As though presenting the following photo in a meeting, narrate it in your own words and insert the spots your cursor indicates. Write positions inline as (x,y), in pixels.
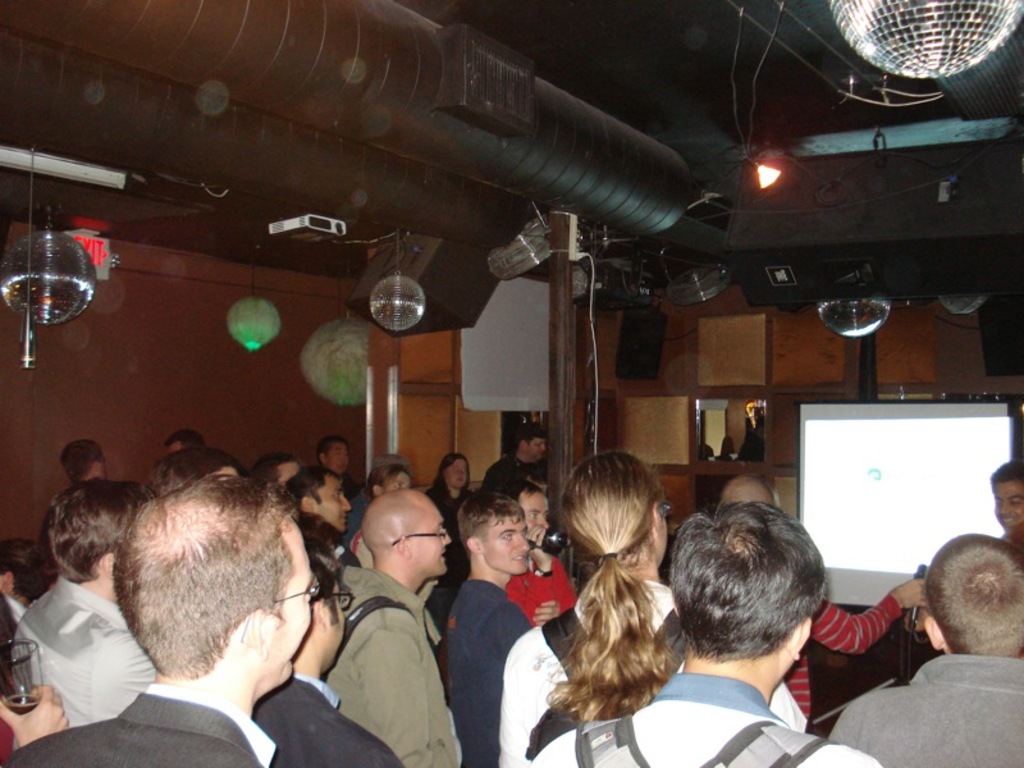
In the picture I can see these people (720,683) are standing here and in the background (17,297), I can see projector (345,223), decoration lights (50,269), exit board (102,245), pipe (160,48), projector screen (801,442) and the wall (659,429).
